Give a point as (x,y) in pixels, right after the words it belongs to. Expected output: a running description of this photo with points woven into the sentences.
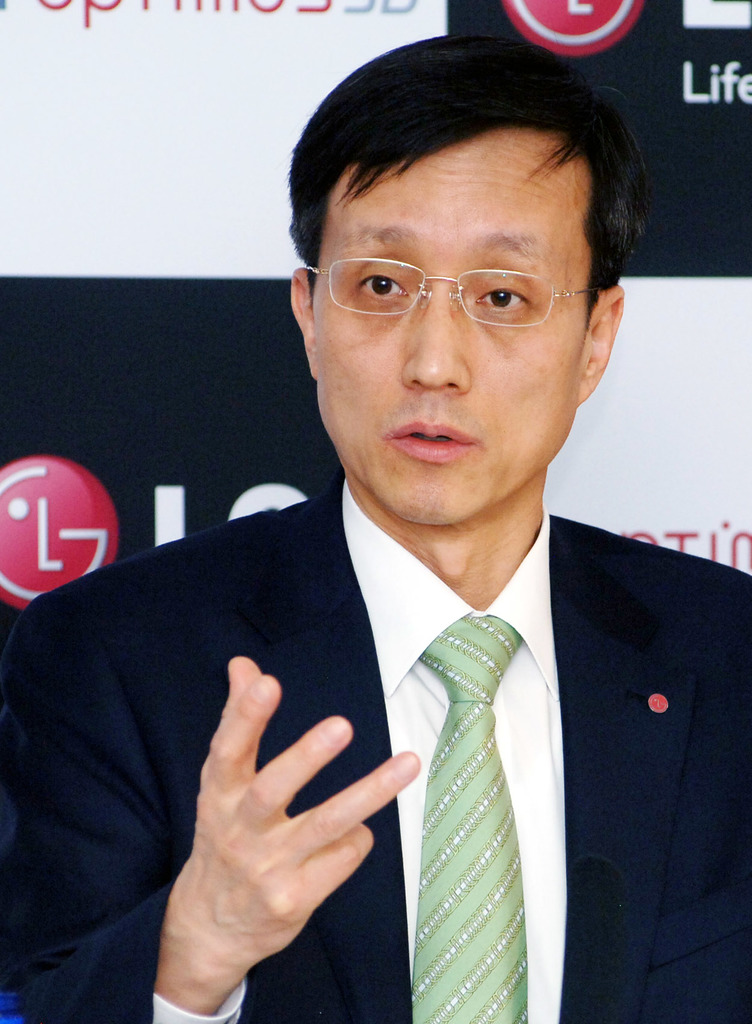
In this picture I can see a person (398,577) wearing spectacles (452,279) and talking, behind there is a board (134,370) with some text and logo (79,522).
